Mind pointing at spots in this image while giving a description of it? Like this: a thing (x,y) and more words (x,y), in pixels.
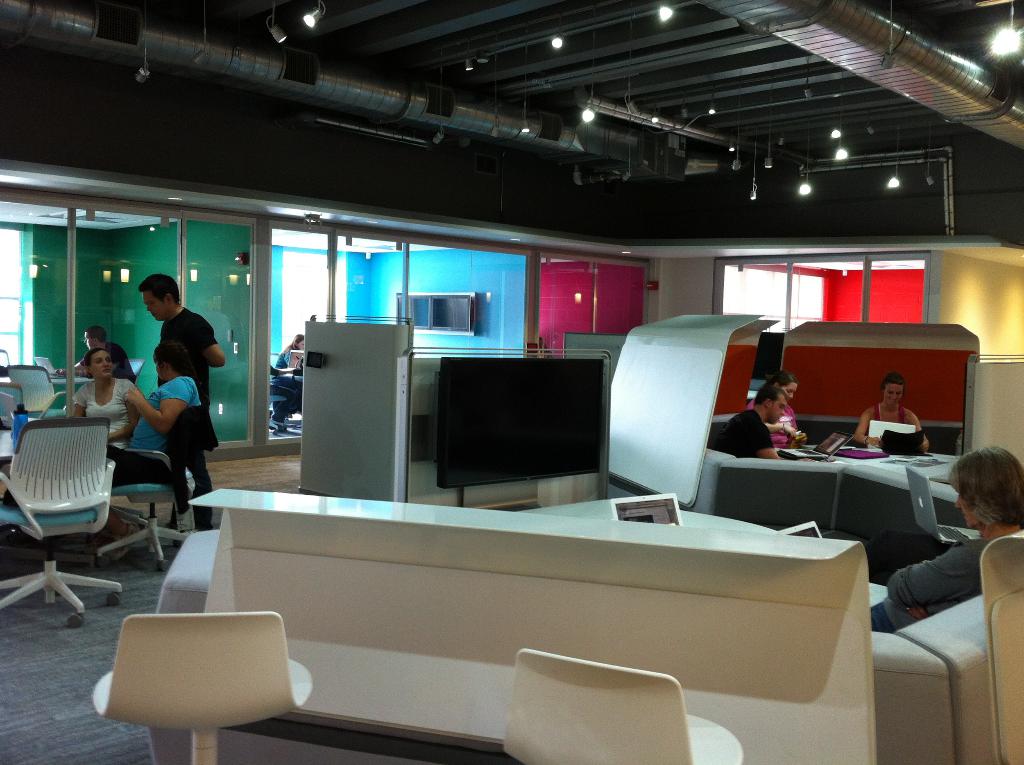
Few persons (949,548) sitting. This person (199,467) standing. We can see chairs (136,487) and tables (648,573), sofa (974,625). On the top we can see lights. We can see television (493,376). On the background (489,271) we can see wall (561,294). This is floor (81,699).
